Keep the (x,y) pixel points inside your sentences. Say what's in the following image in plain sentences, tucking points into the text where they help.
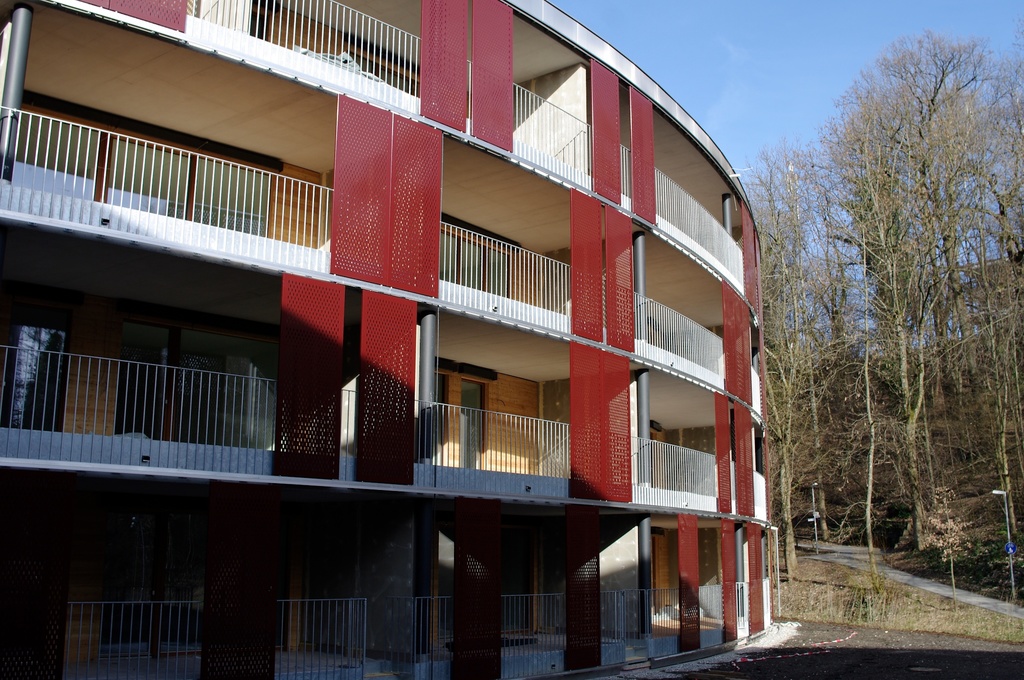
This is a building (658,317) with the pillars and the iron grills (659,493). These are the trees (903,480). This looks like a pathway (986,600). Here is the sky (799,71).
